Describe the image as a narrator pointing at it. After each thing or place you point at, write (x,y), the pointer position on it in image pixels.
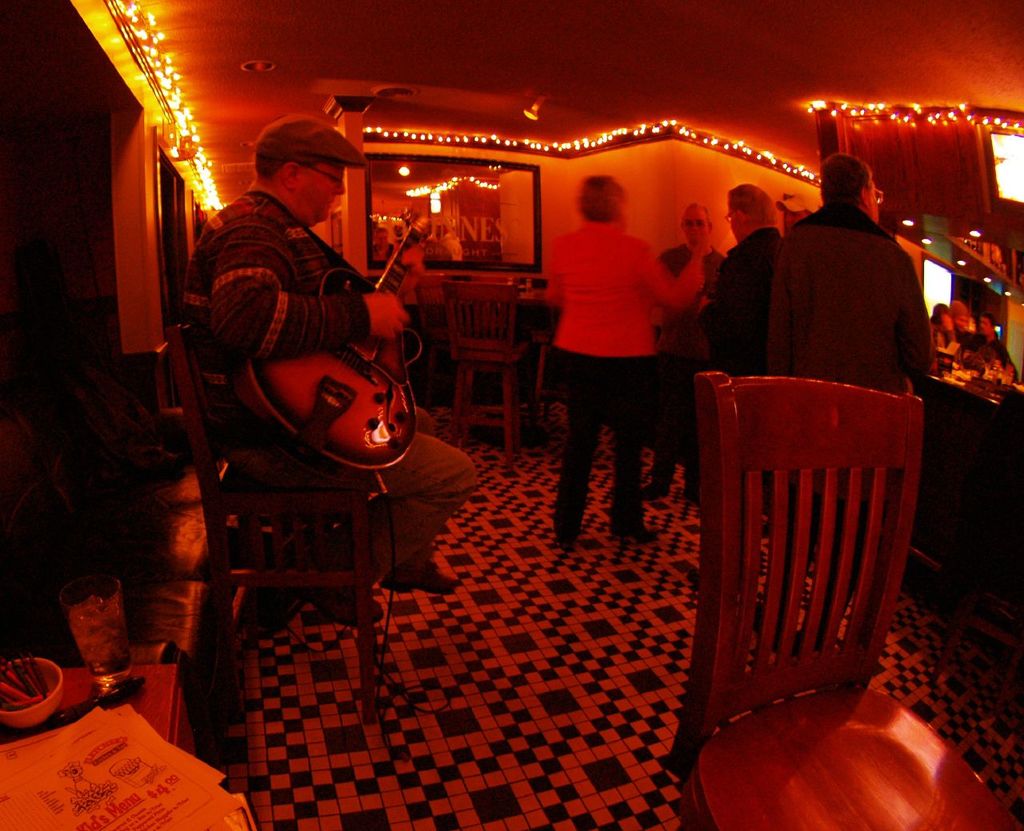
In this image we can see a man (309,321) sitting and playing a guitar (313,371) and there are people (637,349) standing. We can see chairs (774,609). On the left (105,805) there are papers (84,740), bowl (51,671) and a glass (121,657) placed on the table (132,667). In the background (518,253) we can see wall frames (499,245) and lights (411,138) placed on the wall (557,164).
